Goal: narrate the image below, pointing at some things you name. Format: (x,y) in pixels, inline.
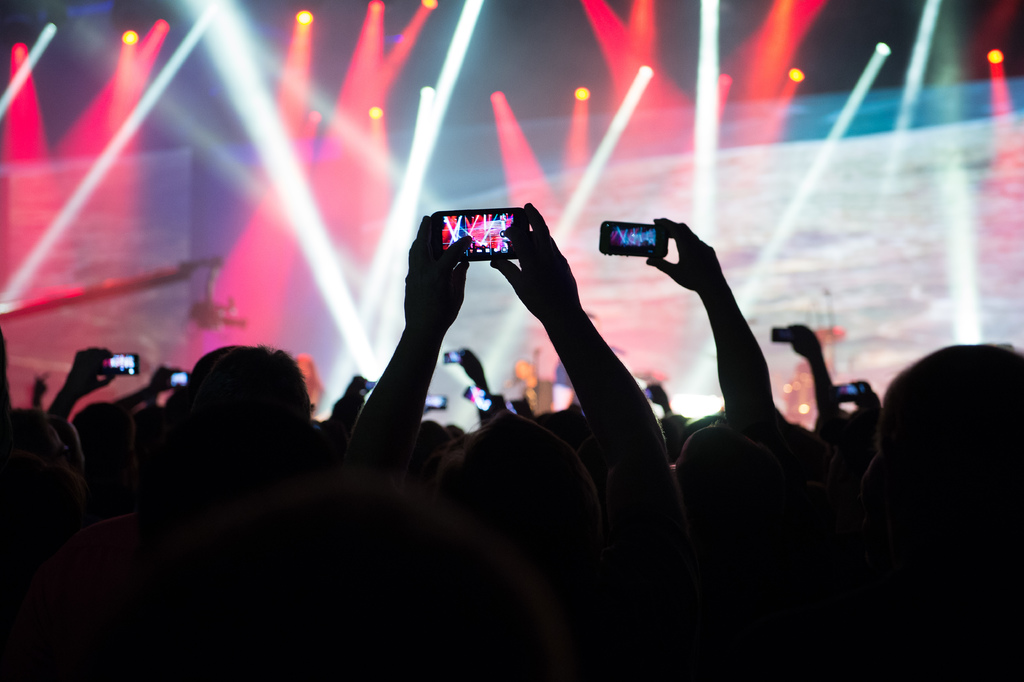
In this picture I can see group of people (502,404) holding mobiles (635,229), there are focus lights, there is a crane camera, and in the background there are group of people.
